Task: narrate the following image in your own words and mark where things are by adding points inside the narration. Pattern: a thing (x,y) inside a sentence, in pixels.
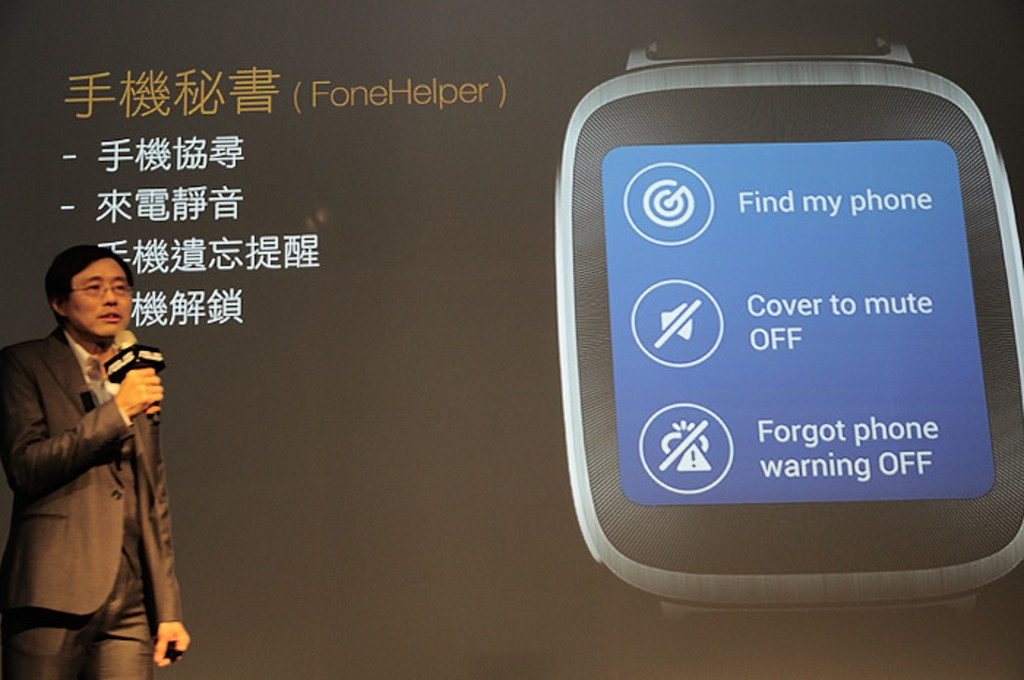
Here in this picture we can see a person (29,489) in a suit (101,506), speaking something in the microphone (141,361) present in his hand (139,381), behind him we can see a digital screen (749,86) having a smart watch (786,249) in it and something written over there.
